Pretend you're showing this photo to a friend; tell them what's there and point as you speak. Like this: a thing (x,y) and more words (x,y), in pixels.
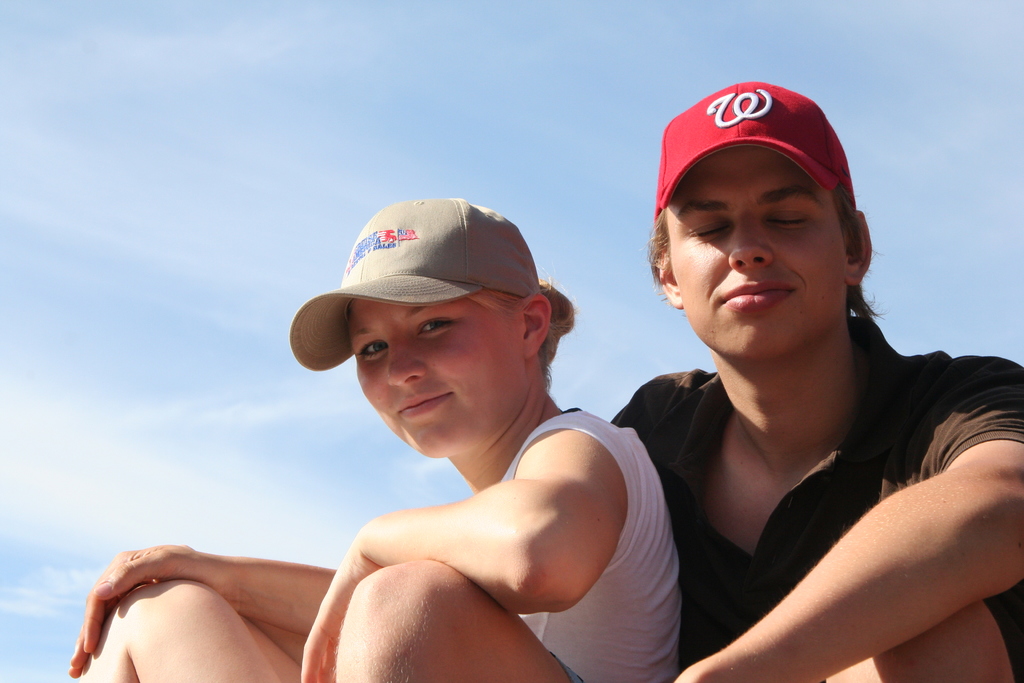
In this image I can see two people (446,576) with different color dresses (717,547). I can see these people (555,309) are also wearing the caps (475,213). In the background (172,163) I can see the clouds (62,188) and the blue sky (246,139).
